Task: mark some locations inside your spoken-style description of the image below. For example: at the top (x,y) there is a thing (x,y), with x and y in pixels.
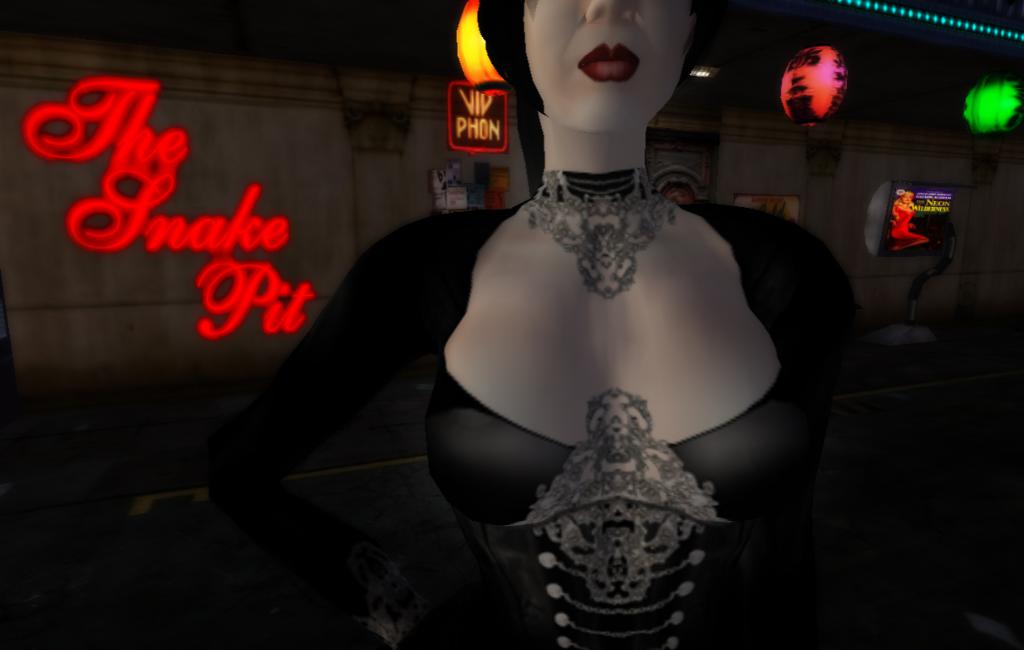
In this image there is an animation image of a girl (597,266) who has a jewellery (587,220). In the background (258,177) there is a wall (196,174) on which there are led lights (146,191). At the top (835,101) there are hangings (968,113).
